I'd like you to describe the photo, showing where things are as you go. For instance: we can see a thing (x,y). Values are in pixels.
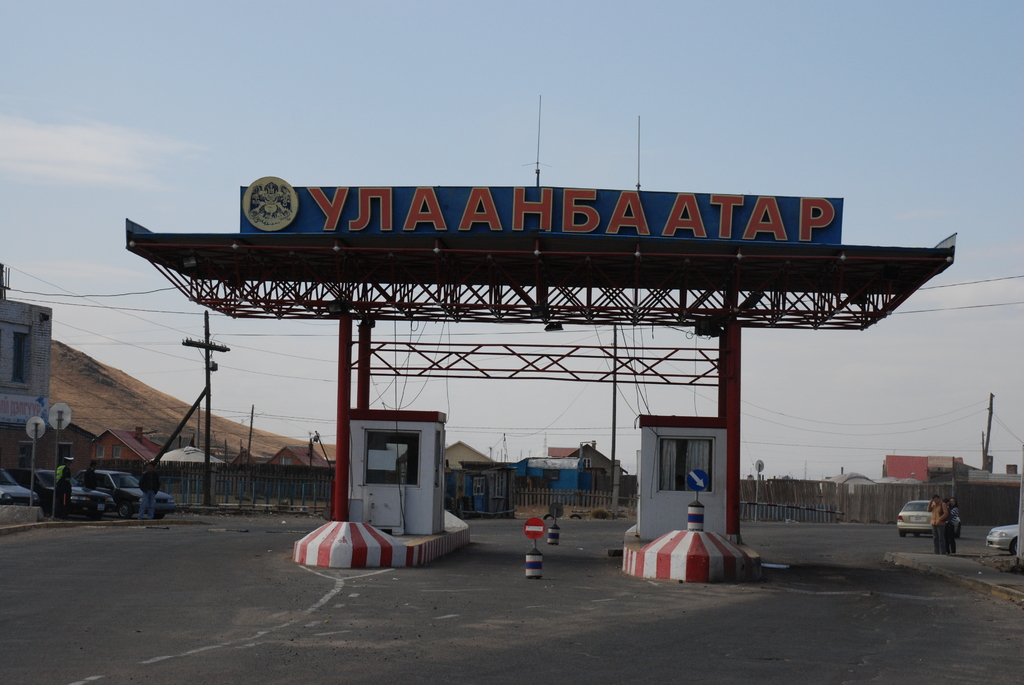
In this picture I can see a toll gate (380,359), there are vehicles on the road (22,563), there are group of people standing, there are poles (206,326), boards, cables (167,312), there are houses (24,379), there is fence (203,473), there is a hill (85,379), and in the background (32,238) there is the sky (515,182).
